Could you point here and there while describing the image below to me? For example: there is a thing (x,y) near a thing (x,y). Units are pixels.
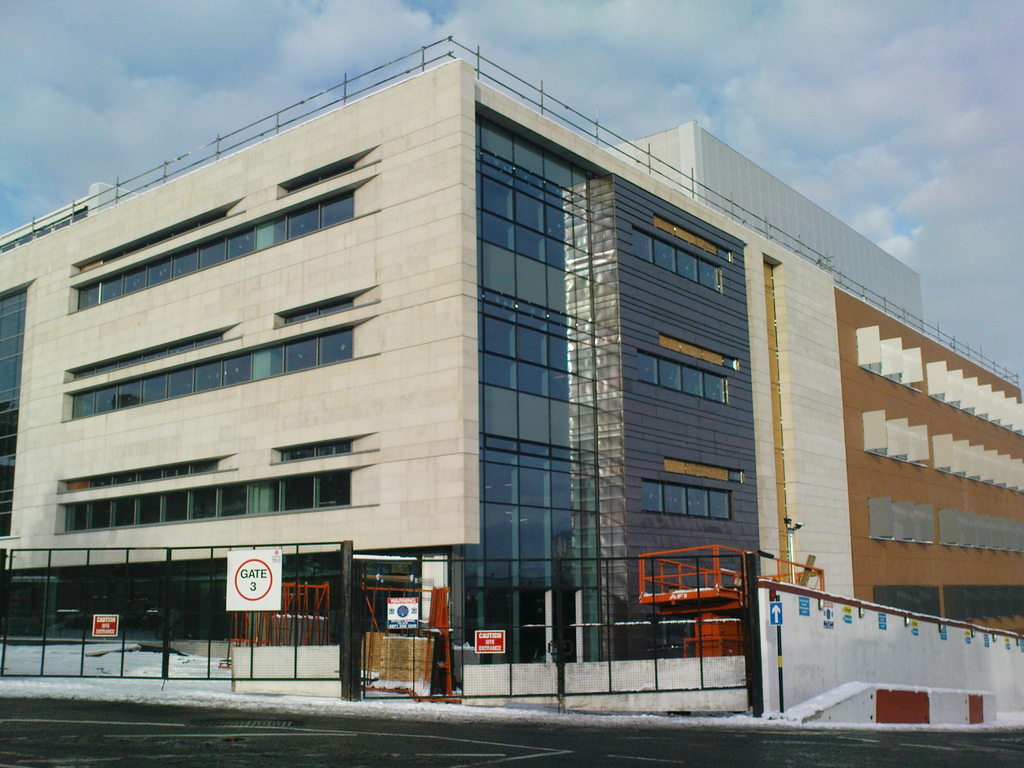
In this picture I can see some buildings (676,489), grills gate (317,582) with the board (253,567) and some text (250,592) on the board (258,583).
